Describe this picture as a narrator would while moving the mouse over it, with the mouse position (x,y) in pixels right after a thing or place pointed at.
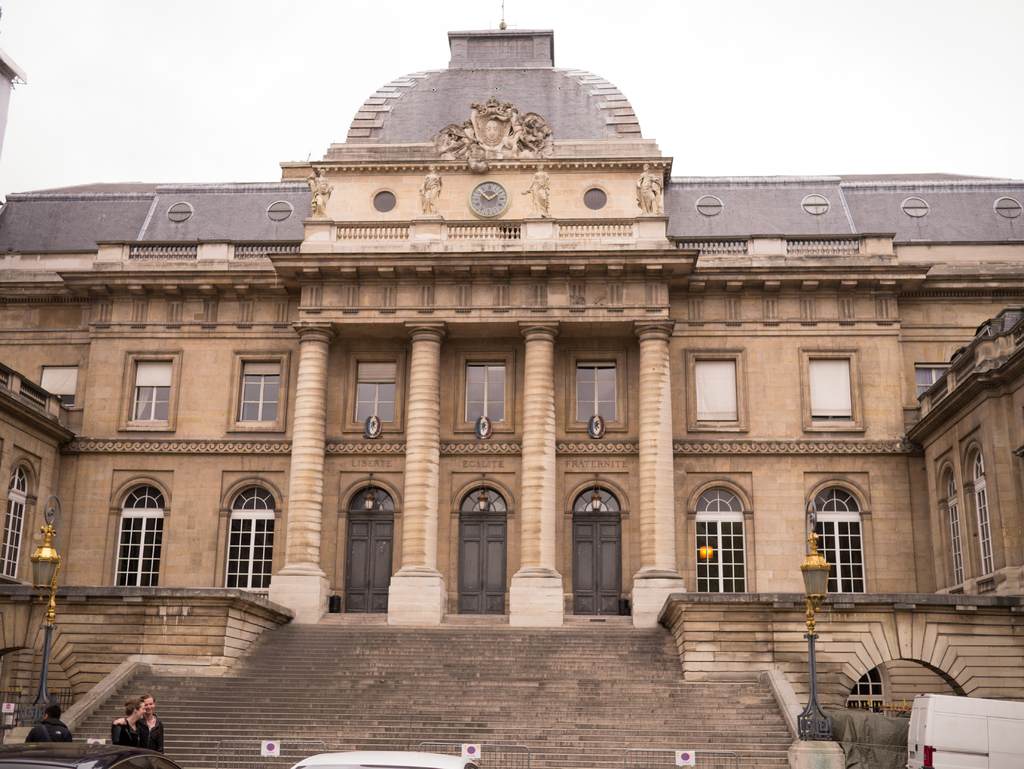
In this picture we can observe a building (581,489) which is in cream color. We can observe four pillars (523,473) and two poles (45,655). There are stairs (339,679) in front of this building (440,412). We can observe two cars (379,755) and two members (145,728) standing in front of the car (88,751). In the background (882,96) there is a sky (800,100).
